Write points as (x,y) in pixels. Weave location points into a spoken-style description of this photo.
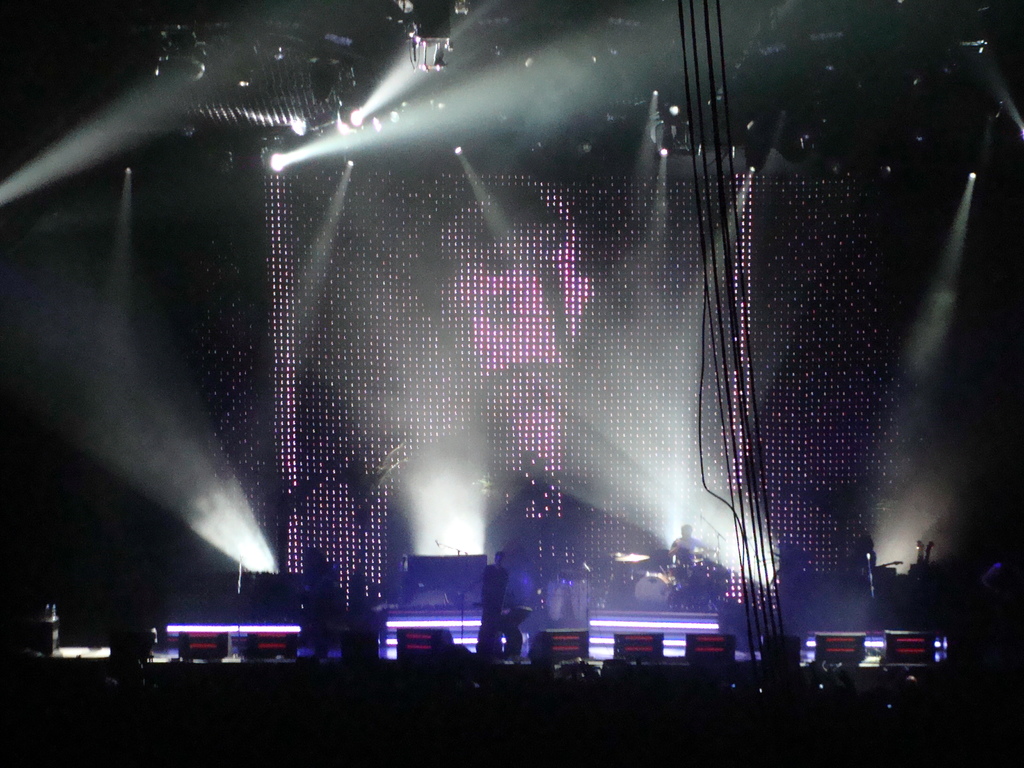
This picture shows few people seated and few people (498,615) standing on the dais (427,611) and performing and we see lights (283,168) and a man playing drums (680,594).
